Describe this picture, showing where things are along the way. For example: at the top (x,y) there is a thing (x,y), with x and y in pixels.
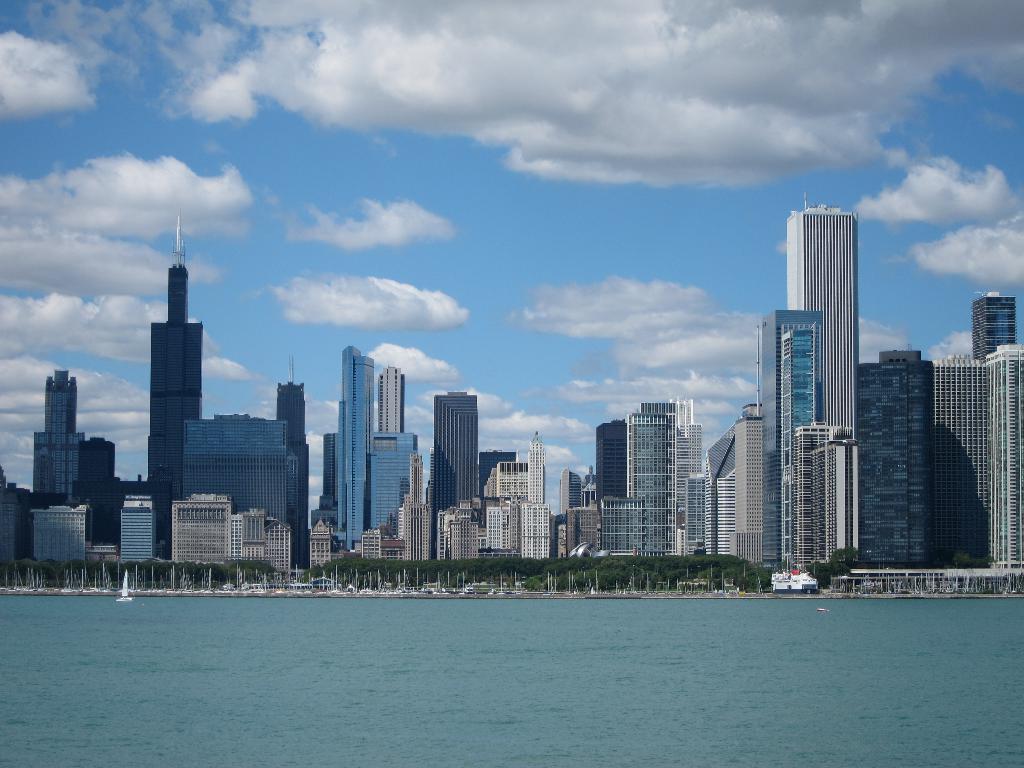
In the image we can see there are many buildings (403,482) and trees (666,557). We can even see the boat (125,602) in the water (586,645) and the cloudy sky (413,222).
